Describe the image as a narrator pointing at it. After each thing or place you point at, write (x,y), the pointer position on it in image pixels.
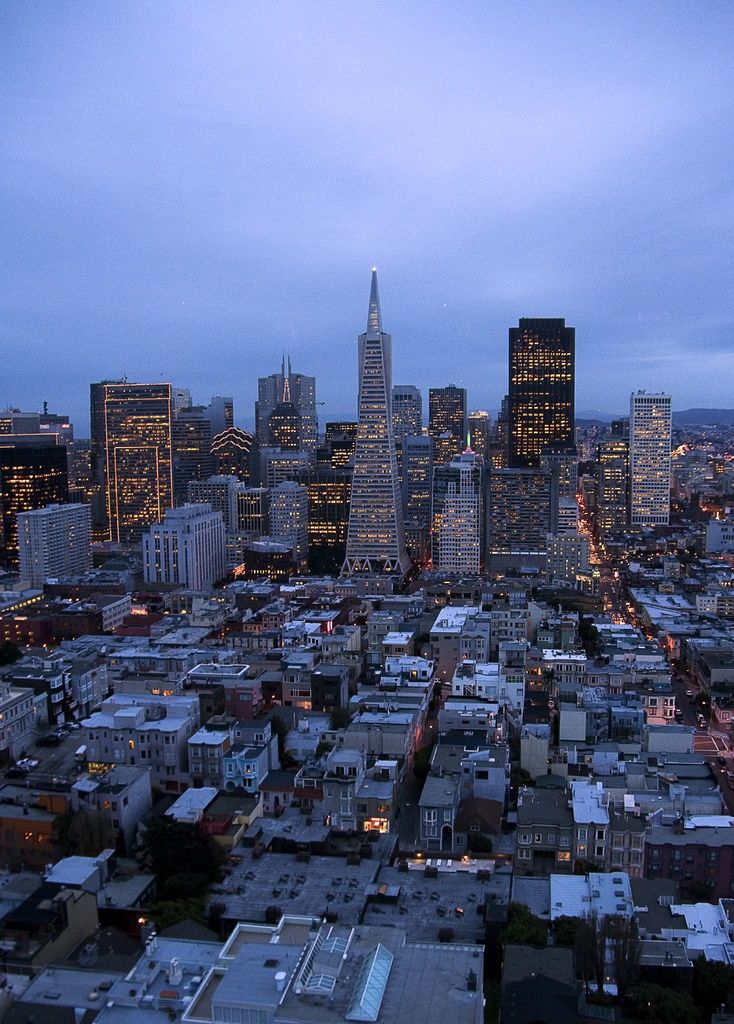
This is an aerial view. In this picture we can see the buildings (413,439), lights (562,363), roofs (609,899), trees (619,930), roads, vehicles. At the top of the image (405,159) we can see the clouds (699,295) are present in the sky (686,342).
